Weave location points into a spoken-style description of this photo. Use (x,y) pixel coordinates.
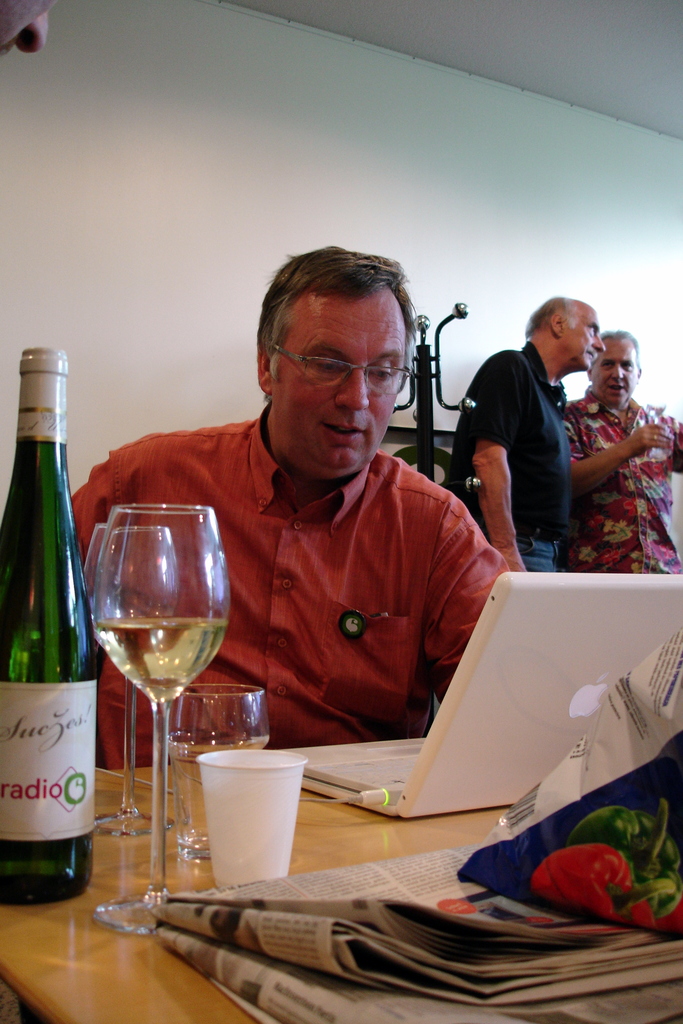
There are three persons (454,459). The two persons (545,471) are standing on the right side (545,497). One person (599,424) is wearing a spectacle (316,378). On the left side of the person (318,539) is sitting on a chair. He is wearing a spectacle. There is a table (363,812). There is a laptop (396,804), bottle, glass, cup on a table (349,826). We can see in the background (278,243) wall (319,174).
